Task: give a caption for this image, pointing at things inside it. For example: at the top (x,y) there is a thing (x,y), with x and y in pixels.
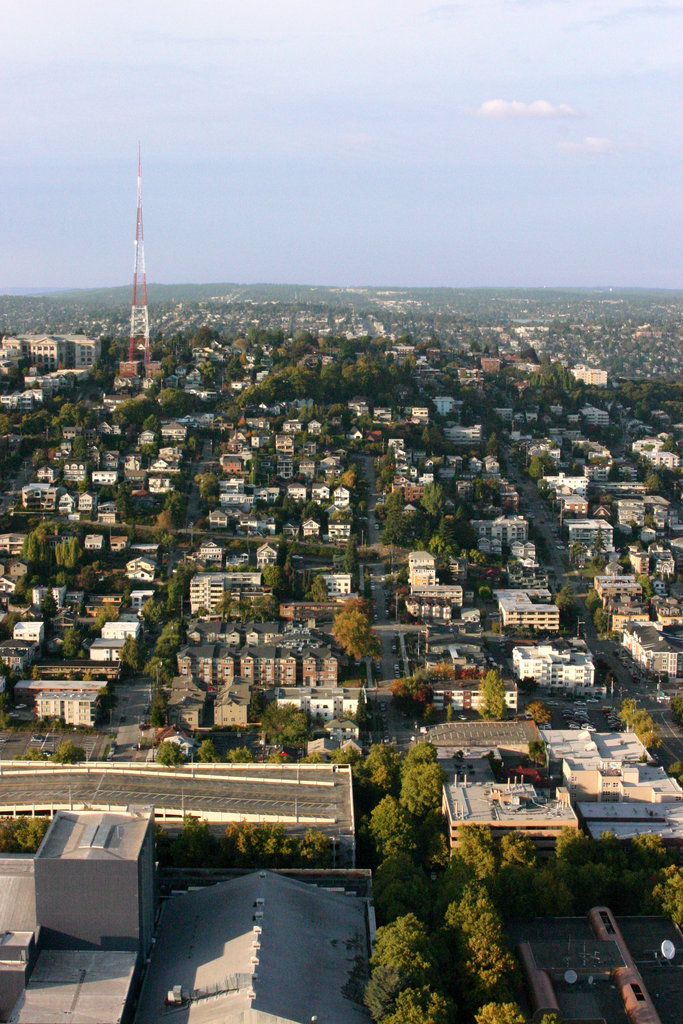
In this image we can see many buildings (117,652) and trees (393,903). Also there is a tower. In the background (290,184) there is sky (361,136) with clouds (503,110).
